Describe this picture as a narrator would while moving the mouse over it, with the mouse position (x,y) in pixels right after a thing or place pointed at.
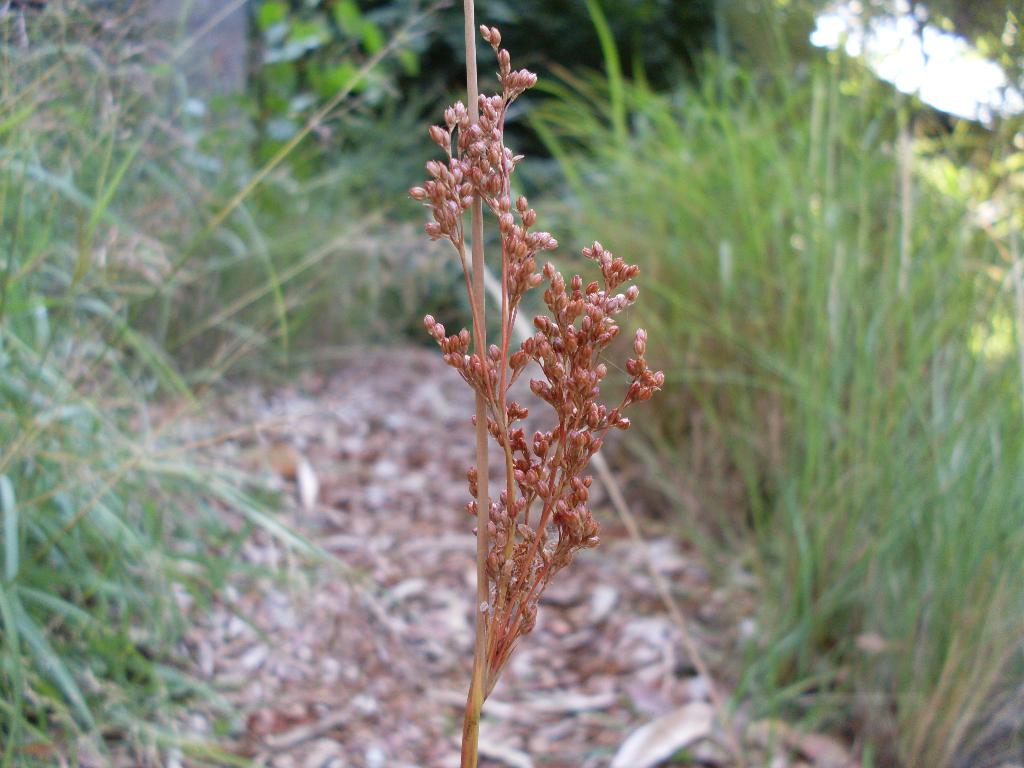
In this image I can see grass (212,354) and some leaves (310,84) visible.
